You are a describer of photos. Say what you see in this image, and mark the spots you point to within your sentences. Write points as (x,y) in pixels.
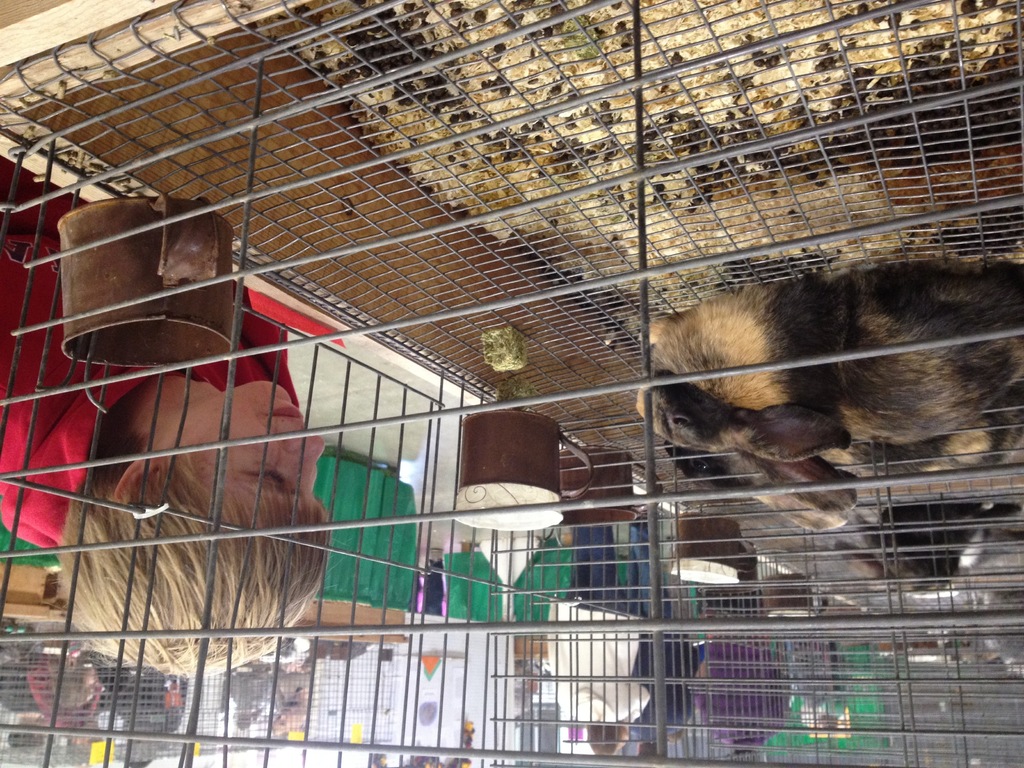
In this rotated image there is a cage (382,209). There are rabbits (781,436) in the cage (720,373). There are also bowls (172,237) inside the cage (89,476). To the left (129,463) there is a boy (129,470) in front of the cage (213,529). At the bottom (206,690) there are many people (735,720) in the background (611,703).
